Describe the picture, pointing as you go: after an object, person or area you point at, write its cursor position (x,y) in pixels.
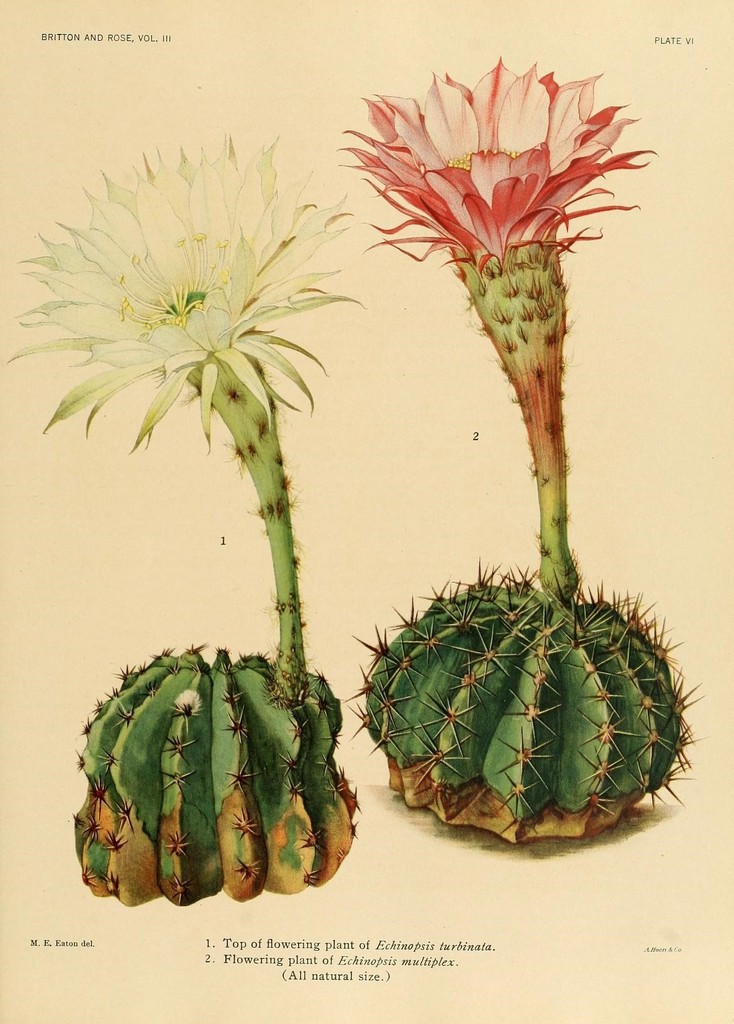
In this image, we can see a poster (215,445) with some images (422,653) and text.
